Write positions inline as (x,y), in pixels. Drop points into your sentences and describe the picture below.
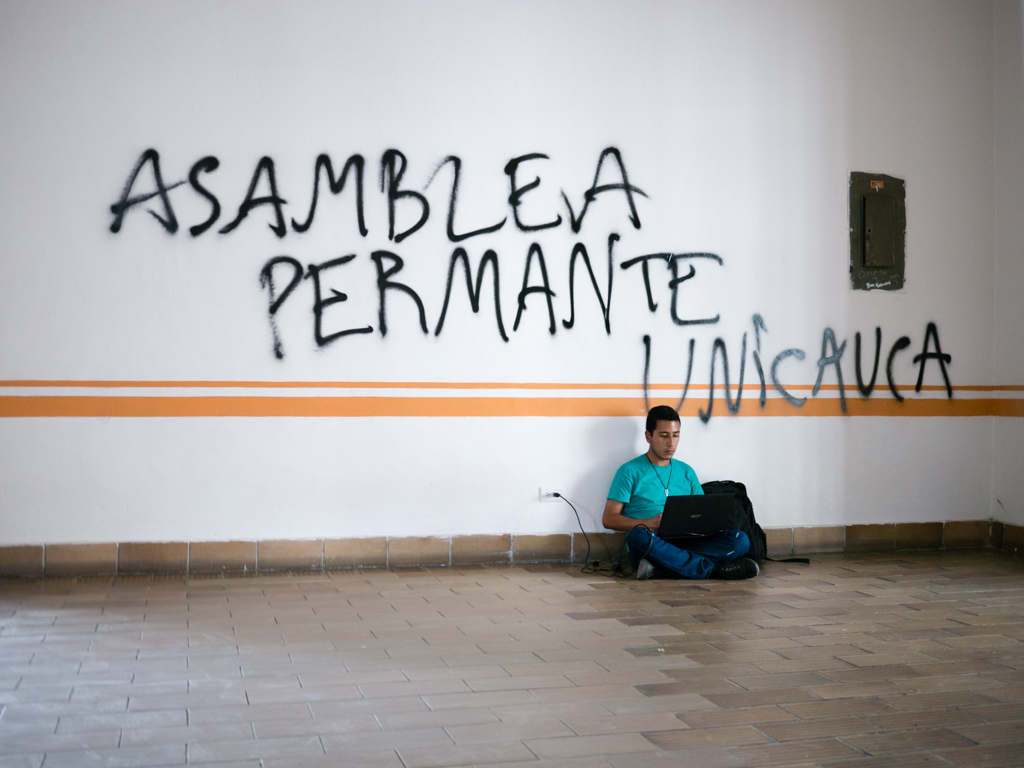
In this picture there is a boy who is sitting on the floor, on the right side of the image (696,523), he is operating a laptop (711,501) and there is a box (886,230) on the wall (822,137), on the right side of the image (872,244).
